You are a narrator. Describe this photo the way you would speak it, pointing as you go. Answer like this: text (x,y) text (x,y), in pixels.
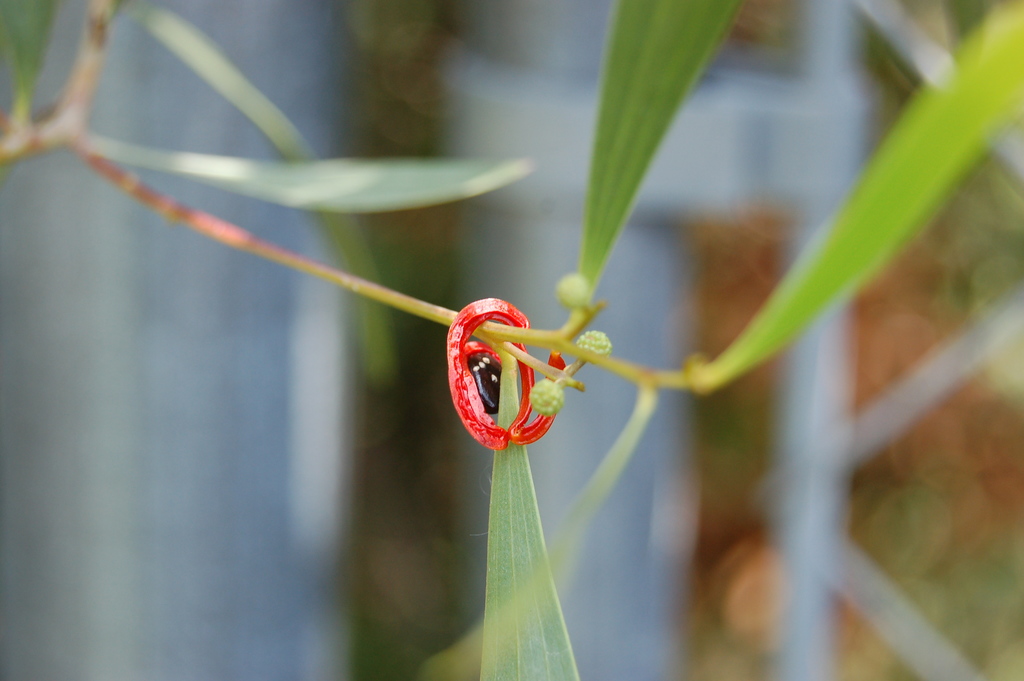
In this image we can see a red color object (517,325) on the stem (494,334). There are leaves (527,625). The background of the image (389,233) is blurred.
